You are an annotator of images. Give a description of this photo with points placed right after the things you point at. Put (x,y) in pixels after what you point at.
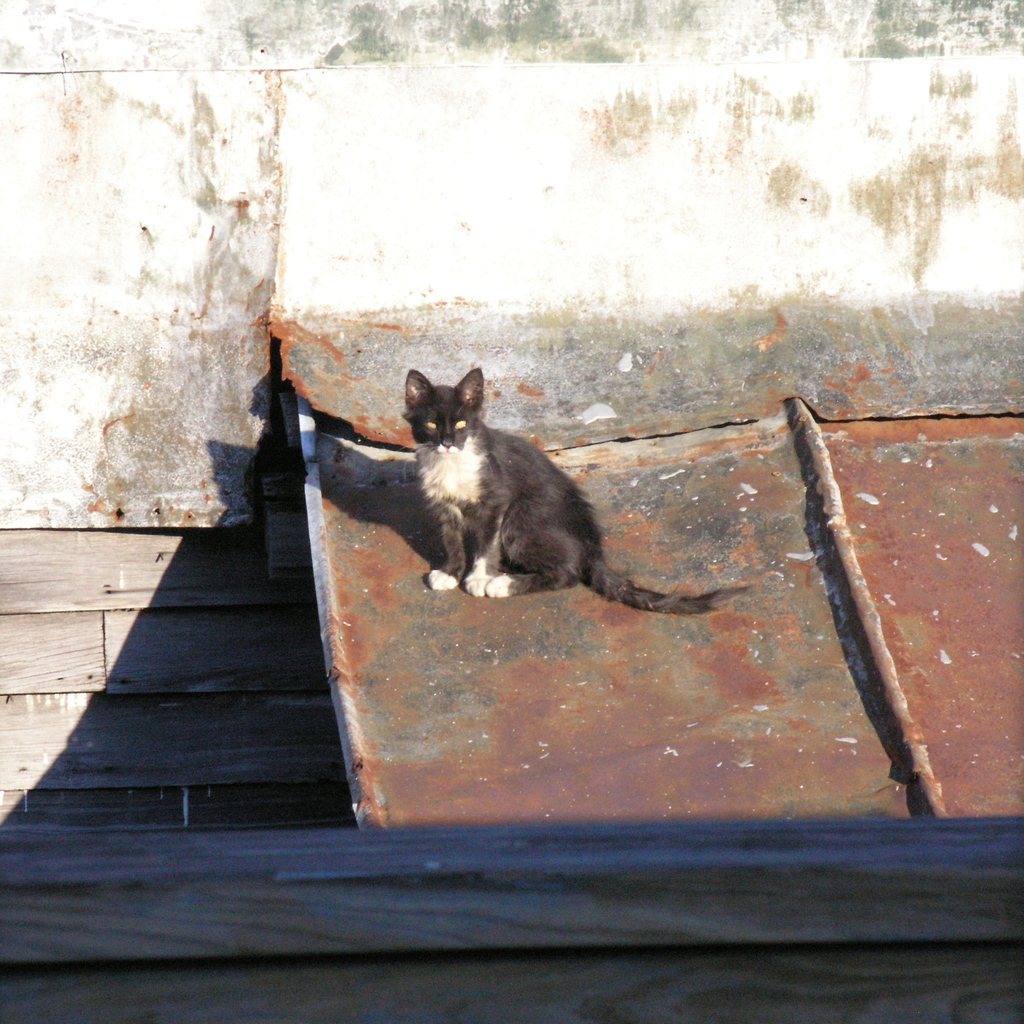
This image consists of a cat (489,549) in black color is sitting on a metal sheet (509,761). At the bottom (288,824), there is a wooden wall (164,661).
